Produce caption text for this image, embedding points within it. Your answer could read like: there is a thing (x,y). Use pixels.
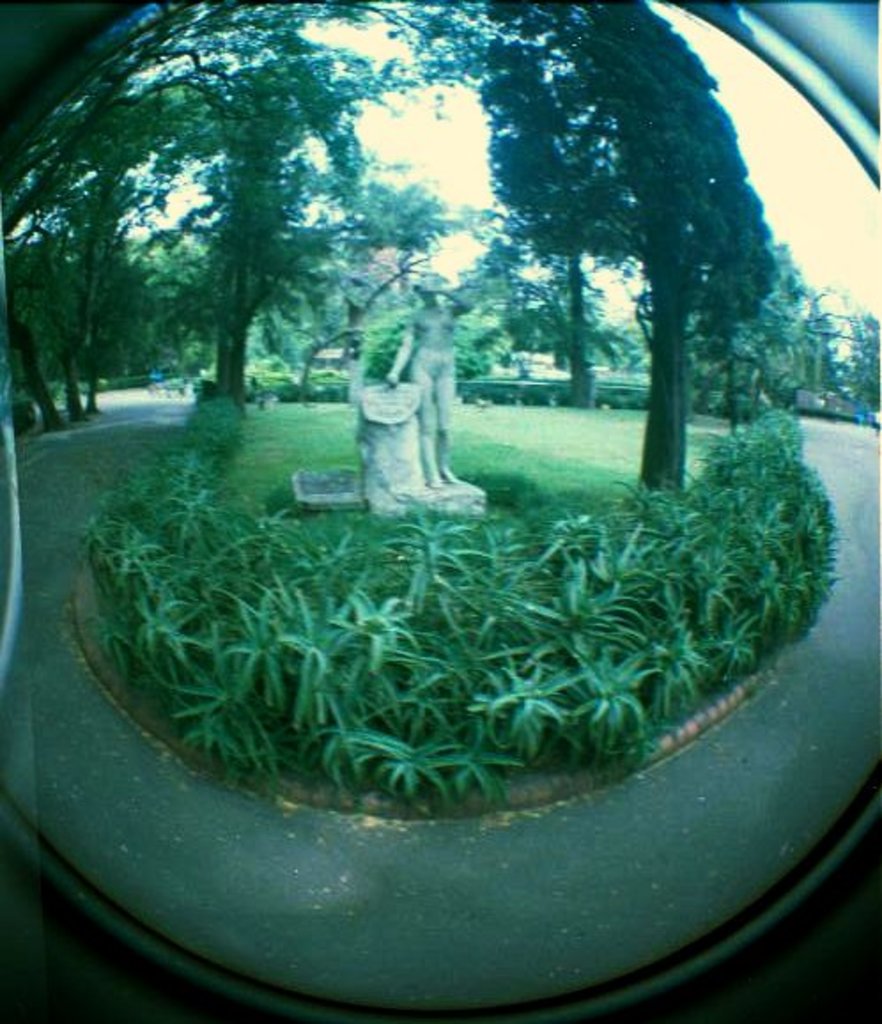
This picture contains a mirror (306,506) in which the statue (372,424) of woman (420,379) and plants (291,523) are seen. We even see the road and trees (427,240) in the garden (587,469).
